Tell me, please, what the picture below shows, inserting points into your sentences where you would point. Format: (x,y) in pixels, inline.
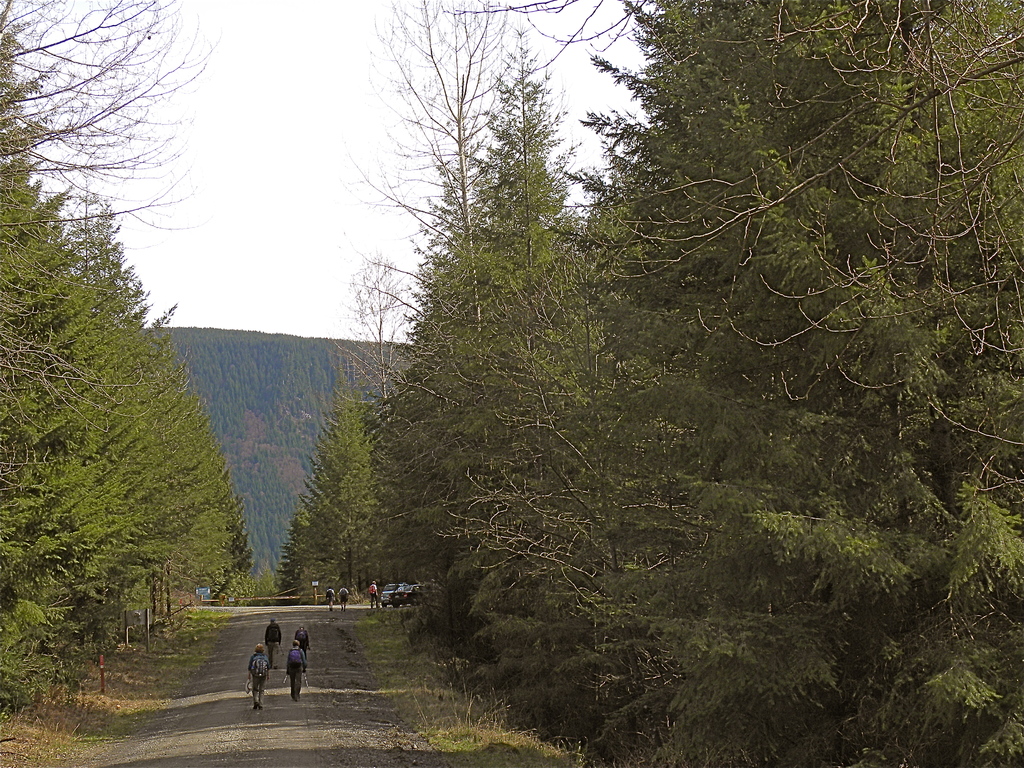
In this image I can see few people (255,686) on the road (324,612). To the right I can see the vehicles (391,594). On both sides of the road (360,636) I can see many trees (462,582). In the background (294,489) I can see the mountains (253,353) and the sky (248,183).
